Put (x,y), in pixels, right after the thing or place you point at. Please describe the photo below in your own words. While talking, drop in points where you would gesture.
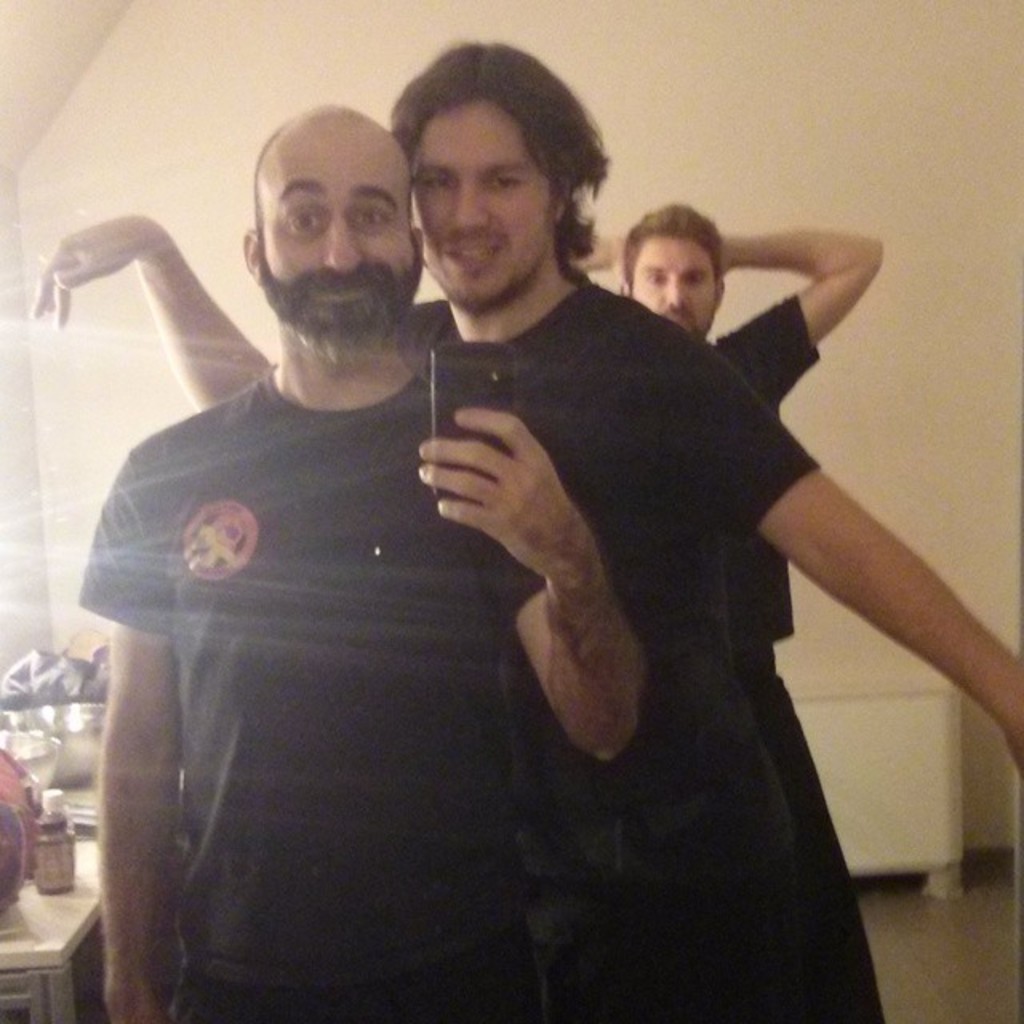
In this image, we can see a few people (558,252) standing. Among them, a person (428,445) is holding a mobile phone (502,410). On the left (68,708), we can see some objects (57,827). We can also see the ground (952,916).
